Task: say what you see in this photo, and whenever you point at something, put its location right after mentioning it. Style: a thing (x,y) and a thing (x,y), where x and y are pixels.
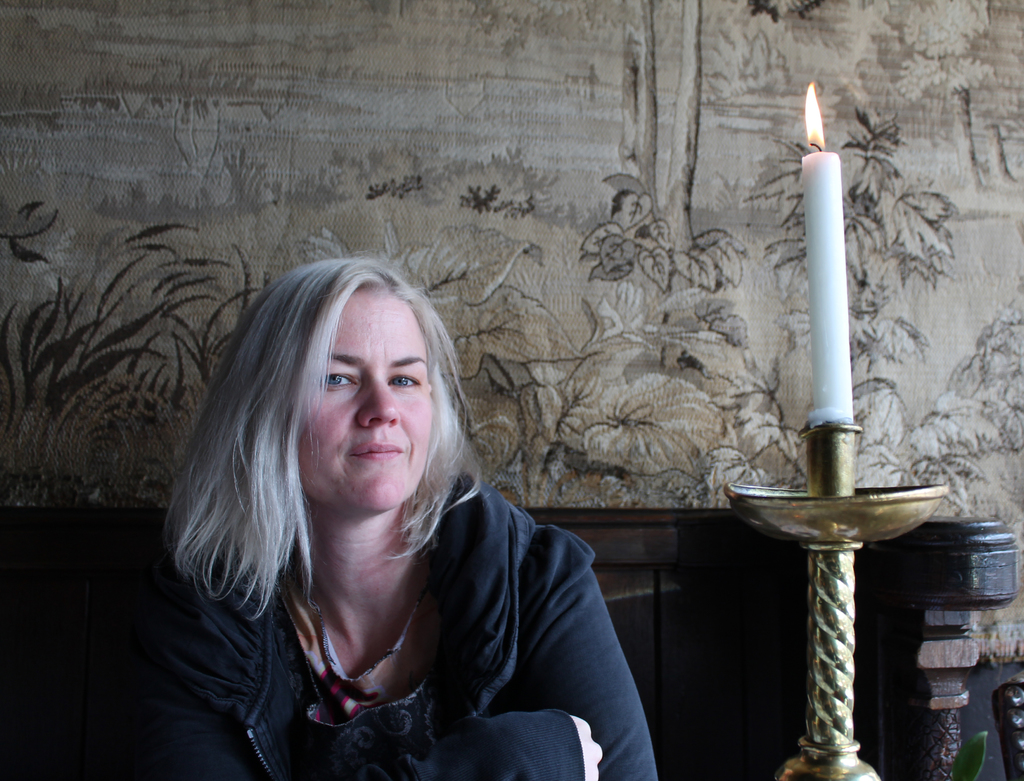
In this image we can see a lady (349,578). Also there is a candle (816,268) with flame (820,128) on a stand (820,671). In the back (535,261) there is a wall (269,252) with design (300,258).
